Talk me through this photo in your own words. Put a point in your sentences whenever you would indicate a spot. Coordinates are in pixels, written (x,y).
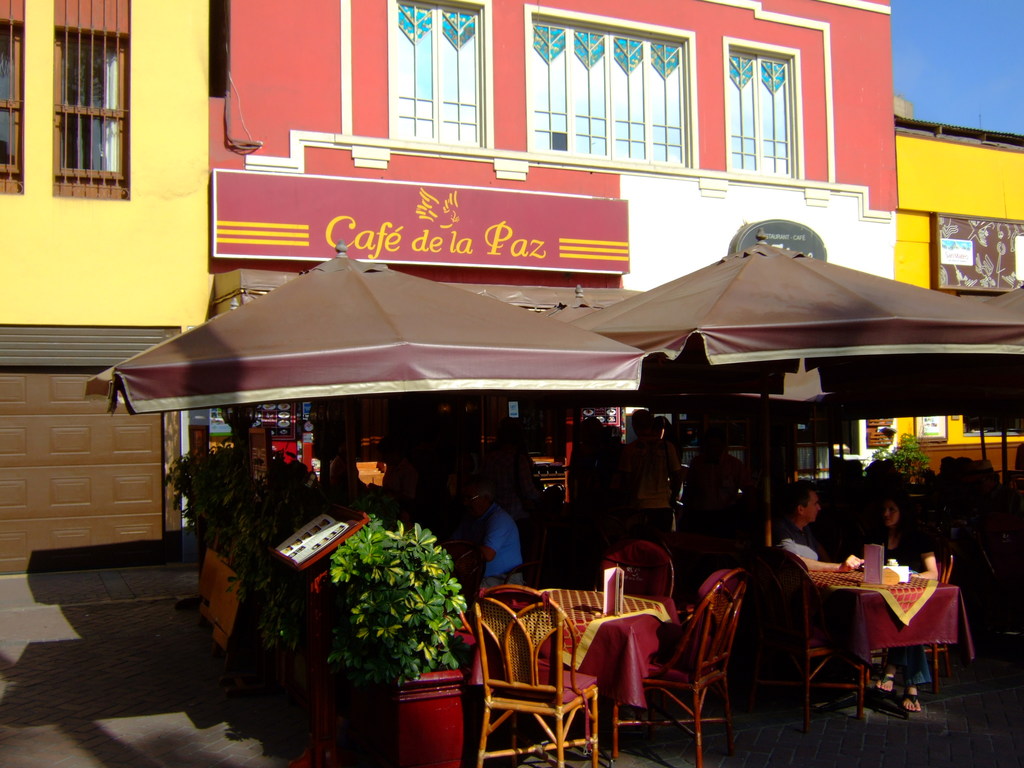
At the top (957,77) we can see a sky (956,97). This is a building (486,134). Here we can see two tents (517,327), under this tents (319,362) there are few people (673,448) sitting and standing on the chairs (763,576) in front of a table (846,601) and on the table (835,601) we can see menu cards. These are plants (426,613).
